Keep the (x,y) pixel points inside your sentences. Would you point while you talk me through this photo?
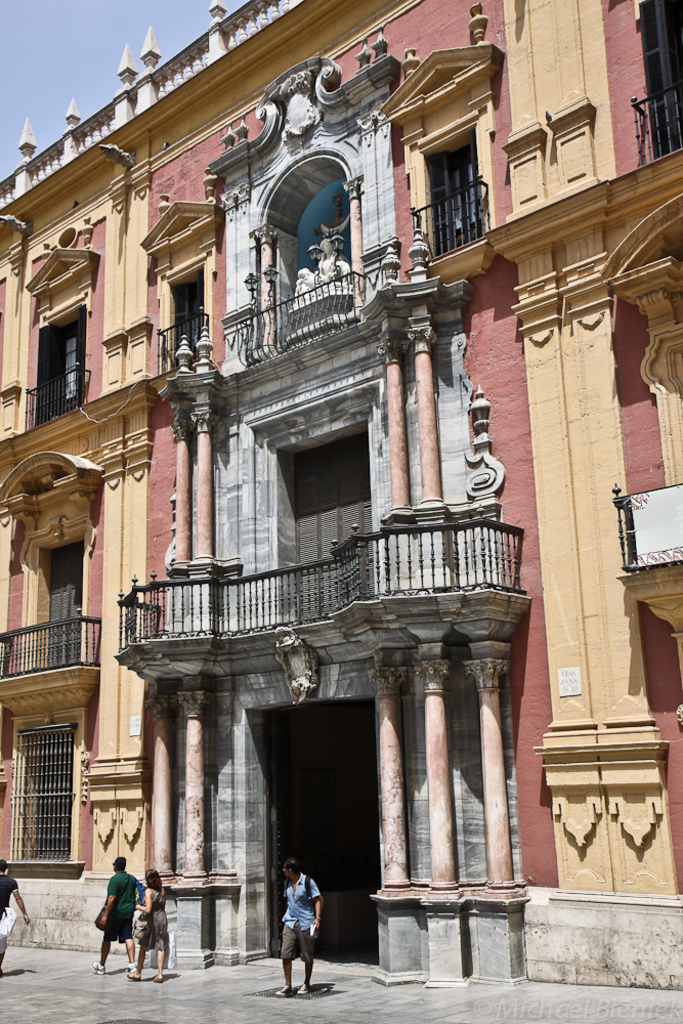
In this image I can see group of people (292,907) walking. In front (301,945) the person (313,882) is wearing blue and gray color dress (301,907). In the background (349,534) I can see the building (410,465) in brown, cream and gray color and the sky (118,60) is in blue color.
